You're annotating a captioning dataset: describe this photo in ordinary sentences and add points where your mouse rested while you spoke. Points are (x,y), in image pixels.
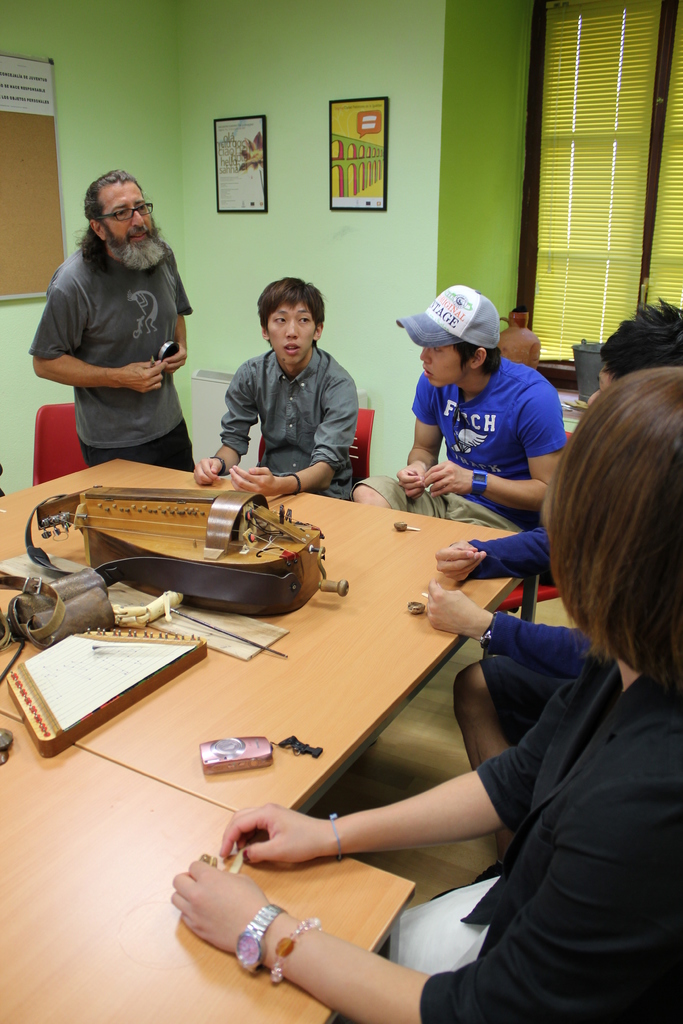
In this image we can see few people (494,405) sitting on chairs (542,600). There is a person (117,340) standing. He is wearing specs (129,213) and holding something in the hand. There are tables (182,706). On the tables (182,706) there are some items (83,587). In the back (583,302) we can see windows (602,266). Also there is a wall (280,157) with photo frames (348,177). And we can see a person (437,353) wearing cap (439,346) and there are few other things (32,242).
